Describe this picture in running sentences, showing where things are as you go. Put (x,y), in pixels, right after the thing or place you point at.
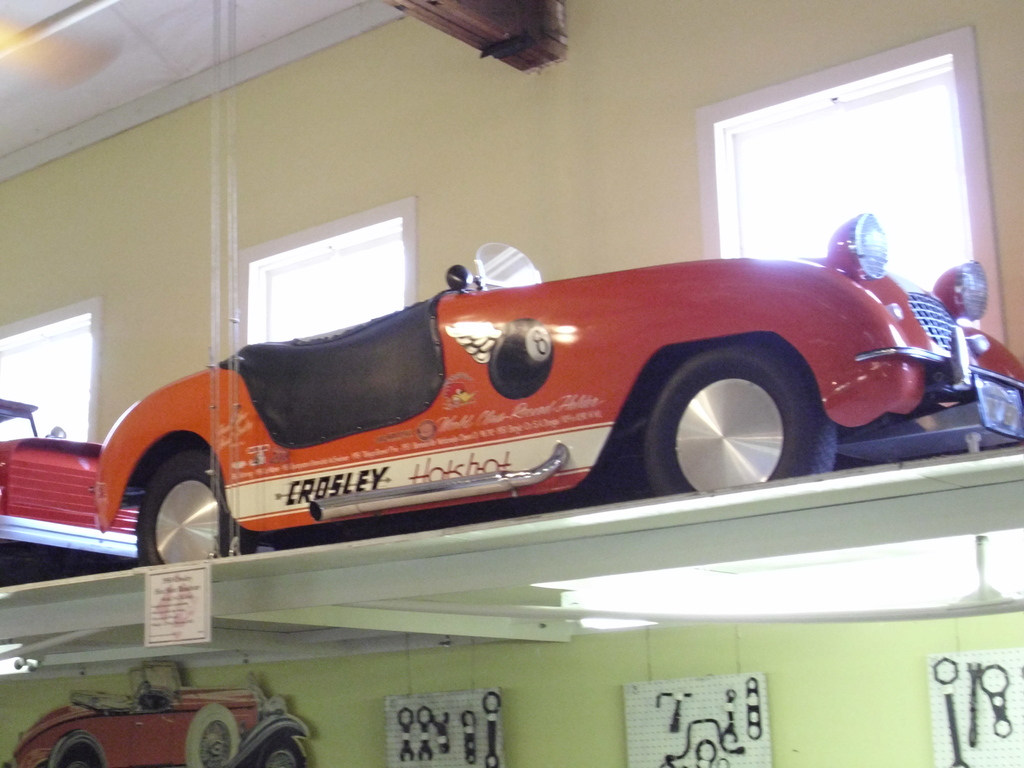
In this picture we can see toy vehicles (98,475) on a shelf (630,508), posters (956,695) on the wall (611,671), name board (151,608) and in the background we can see windows (889,211), ceiling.
